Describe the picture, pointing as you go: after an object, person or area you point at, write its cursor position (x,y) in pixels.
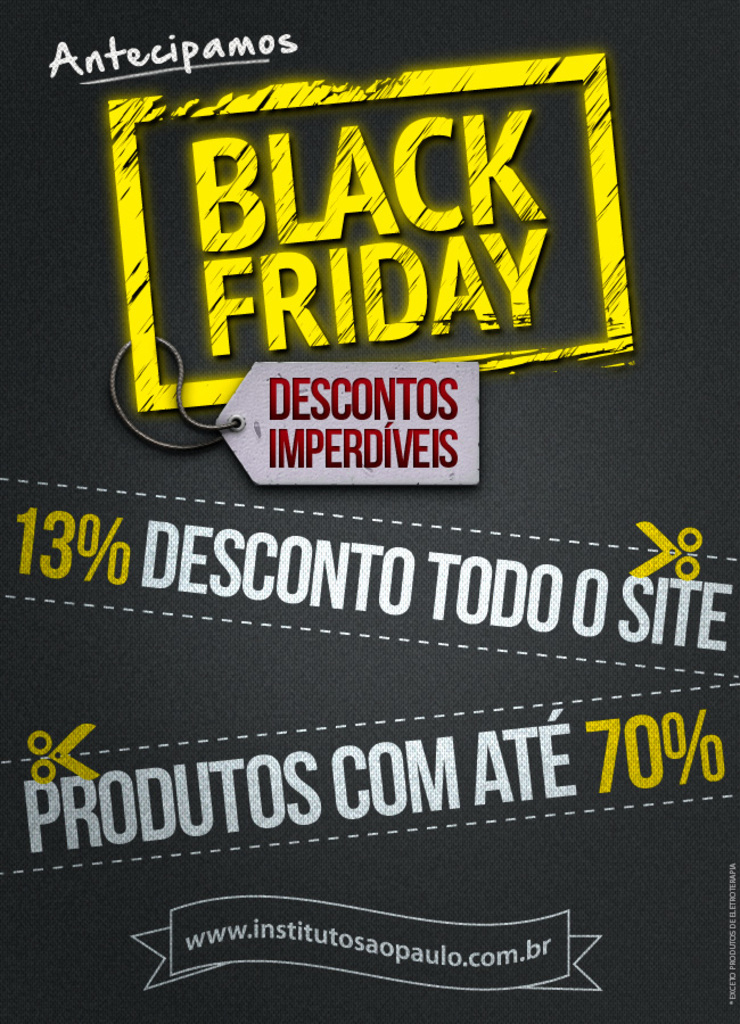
Here in this picture we can see a poster (518,133), on which we can see some text (270,289) is printed.
